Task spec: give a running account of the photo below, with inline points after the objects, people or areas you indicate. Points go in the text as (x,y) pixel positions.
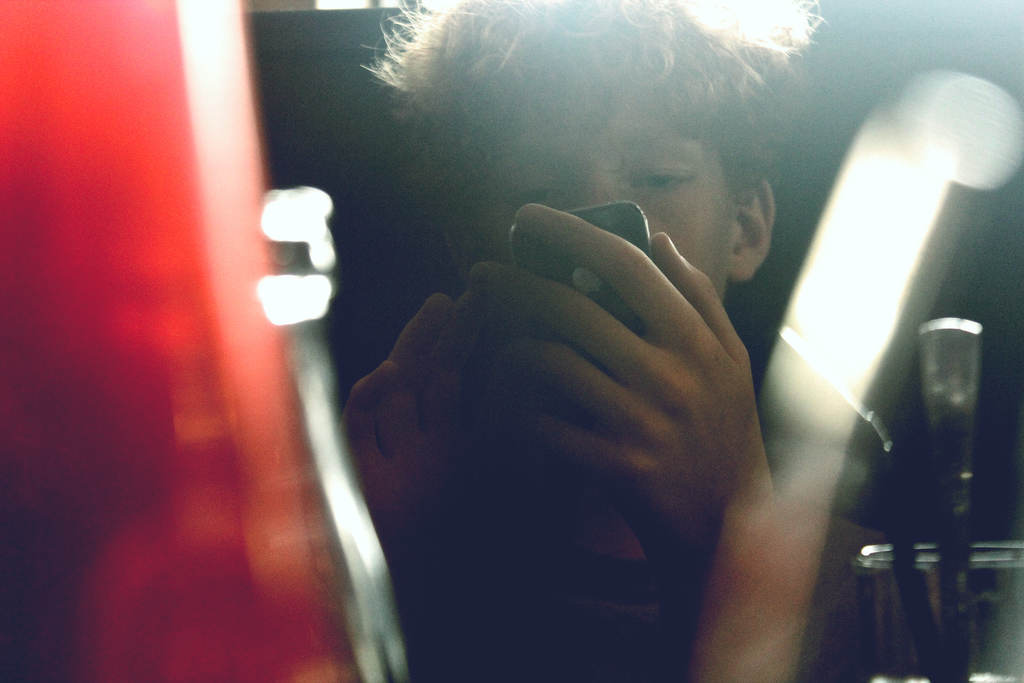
In this image we can see a person (392,414) is sitting and holding a mobile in the hands (601,335), there is a glass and spoon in it, the background (376,7) is blurry.
